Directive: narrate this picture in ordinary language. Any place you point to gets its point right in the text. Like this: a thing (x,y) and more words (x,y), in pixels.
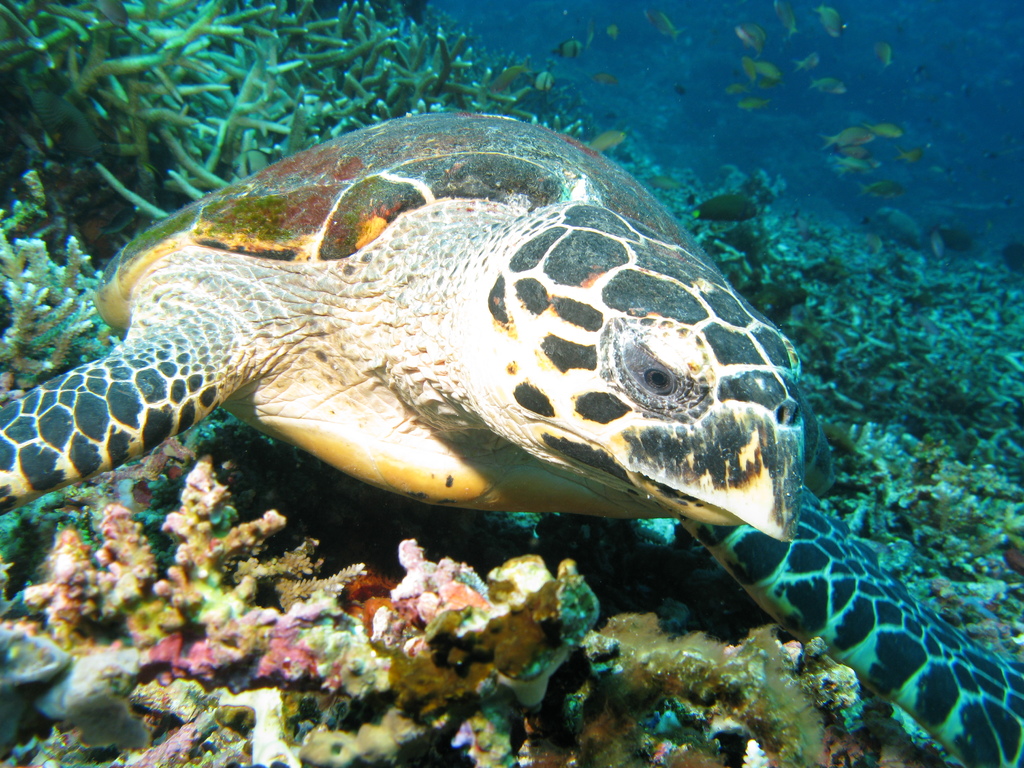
In this image I can see a white and black colour tortoise (455,276). I can also see green colour sea plants (361,32) and in background (831,21) I can see number of fishes (741,35).
